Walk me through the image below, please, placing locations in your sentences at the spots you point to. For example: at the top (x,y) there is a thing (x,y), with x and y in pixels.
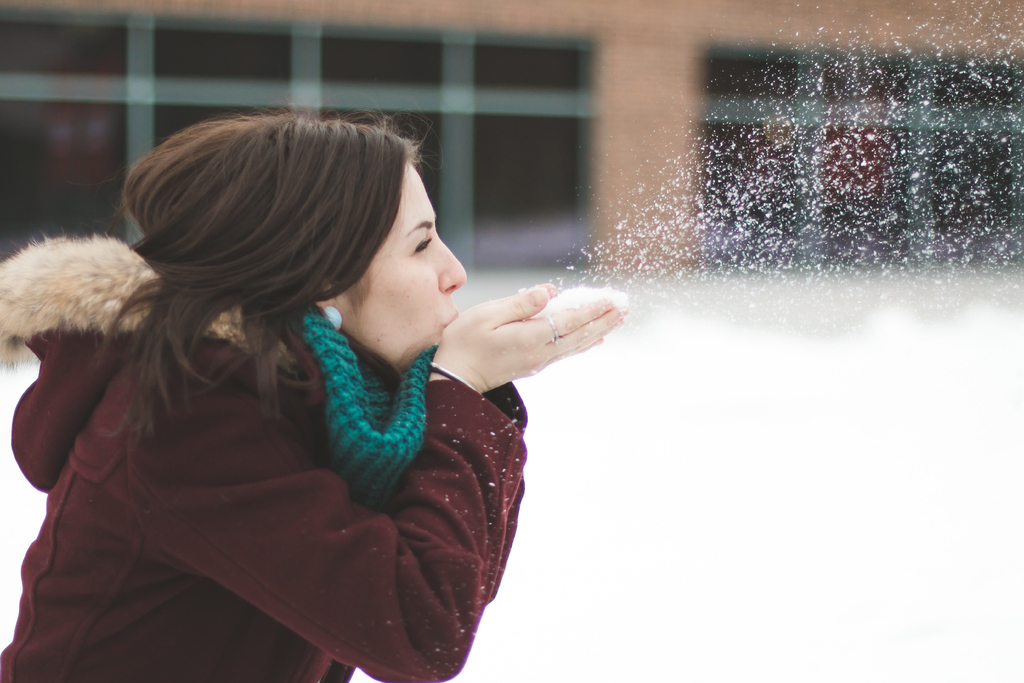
In this image there is a woman (483,304) blowing the snow (550,311). In the background (532,90) there is a building (668,80) and there is snow (773,386) on the surface (723,541).
